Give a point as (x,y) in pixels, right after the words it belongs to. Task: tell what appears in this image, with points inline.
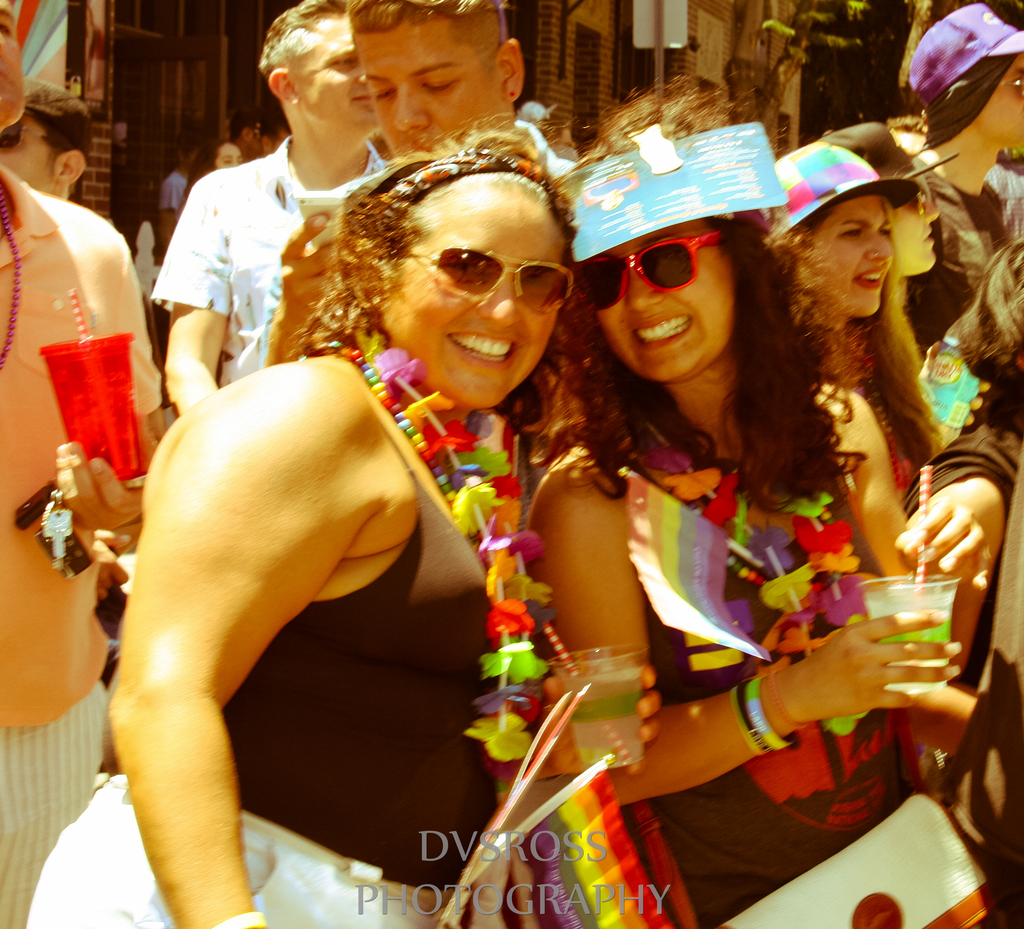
In this image I can see group of people (287,620). In front (772,778) the person (948,646) is holding a glass (868,599) and I can also see the flag (613,821) in red, orange, yellow and green color. Background I can see few buildings (173,98).
